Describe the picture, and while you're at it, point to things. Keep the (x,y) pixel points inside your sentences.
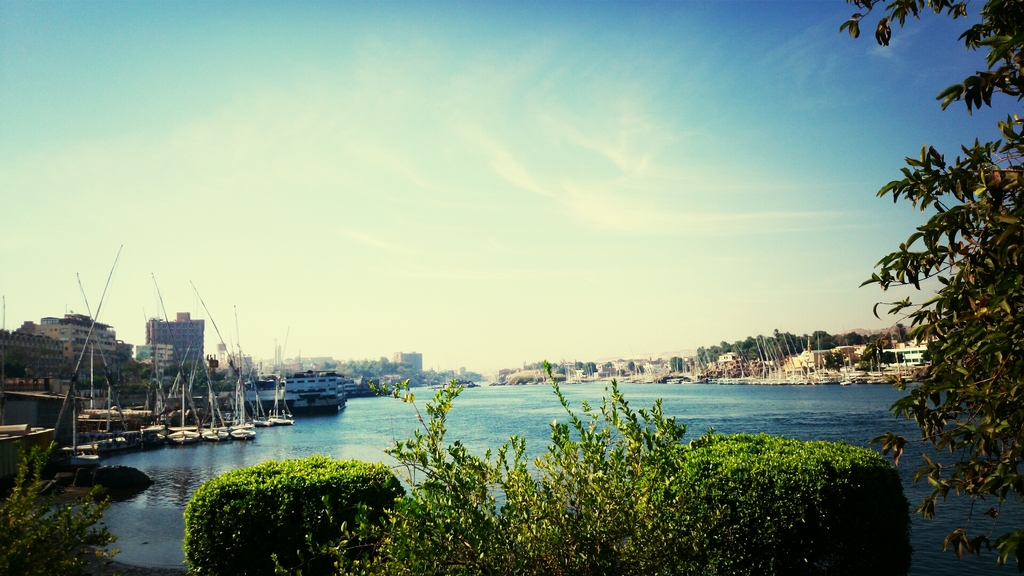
At the bottom of this image (599,496), there are plants (599,496) and trees (984,424). In the background (902,351), there are boats (305,393) on the water (312,414), there are buildings (915,345), trees (699,354) and there are clouds (462,123) in the blue sky (294,77).
